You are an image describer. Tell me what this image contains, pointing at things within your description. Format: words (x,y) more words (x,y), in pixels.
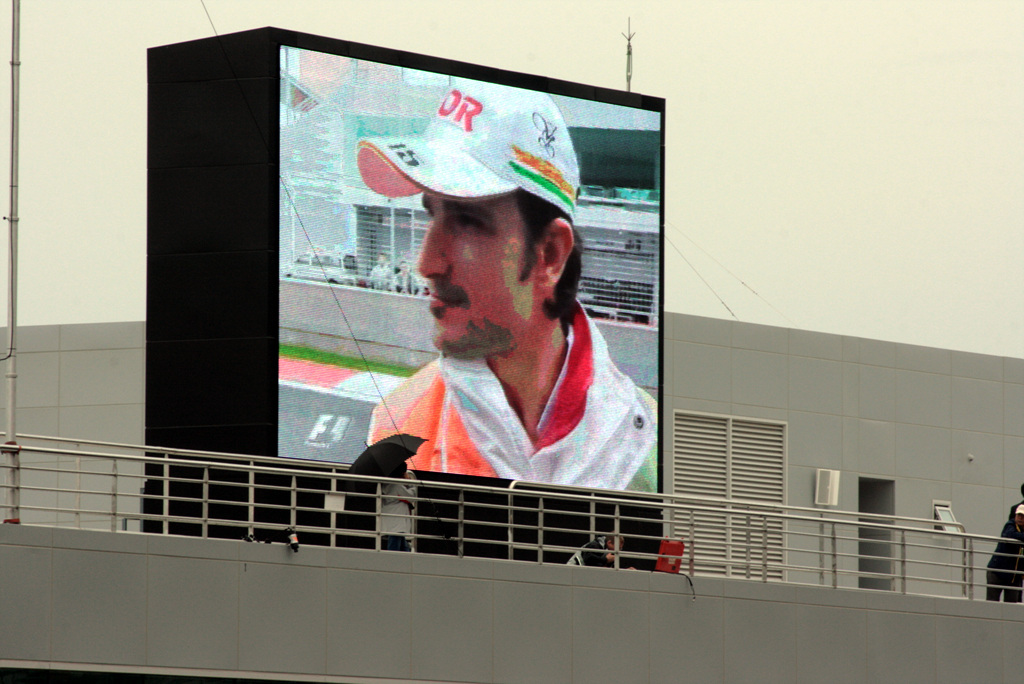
In the center of this picture (415,243) we can see an image of a person (493,378) and image of some other objects (367,280) on the display (287,83) of digital screen (439,110) and we can see the railings (995,536), group of persons (1015,528), window blinds (765,431) and some other objects (936,516).
